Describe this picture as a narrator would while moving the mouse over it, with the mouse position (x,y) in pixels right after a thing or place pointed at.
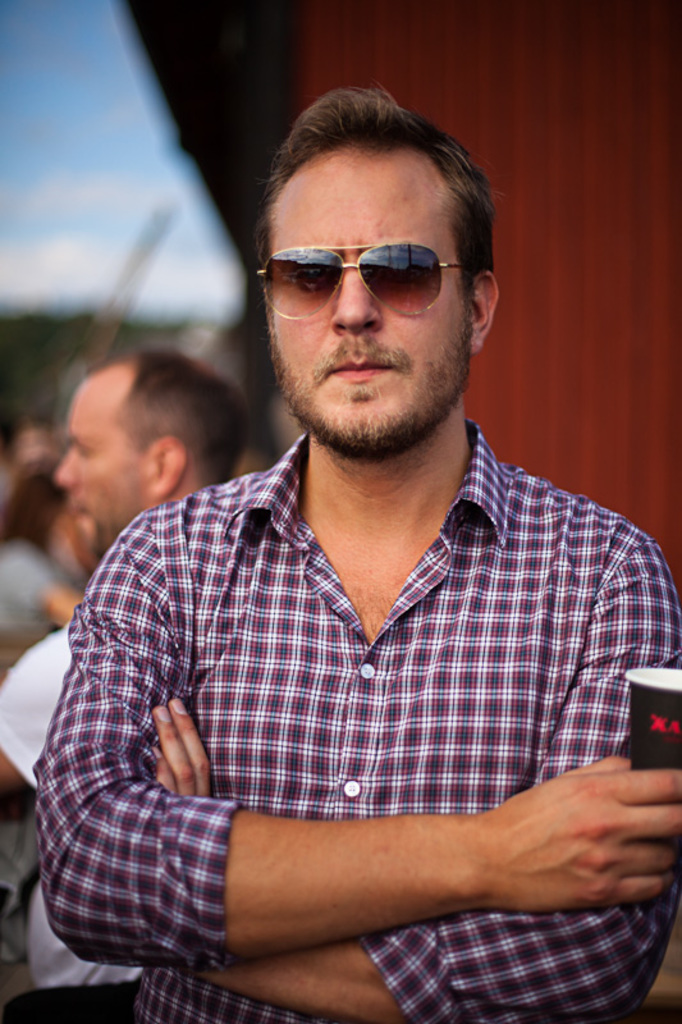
This picture describes about group of people (353,693), in the middle of the image (331,636) we can see a man (373,385), he wore spectacles (406,312) and he is holding a cup (633,679).
